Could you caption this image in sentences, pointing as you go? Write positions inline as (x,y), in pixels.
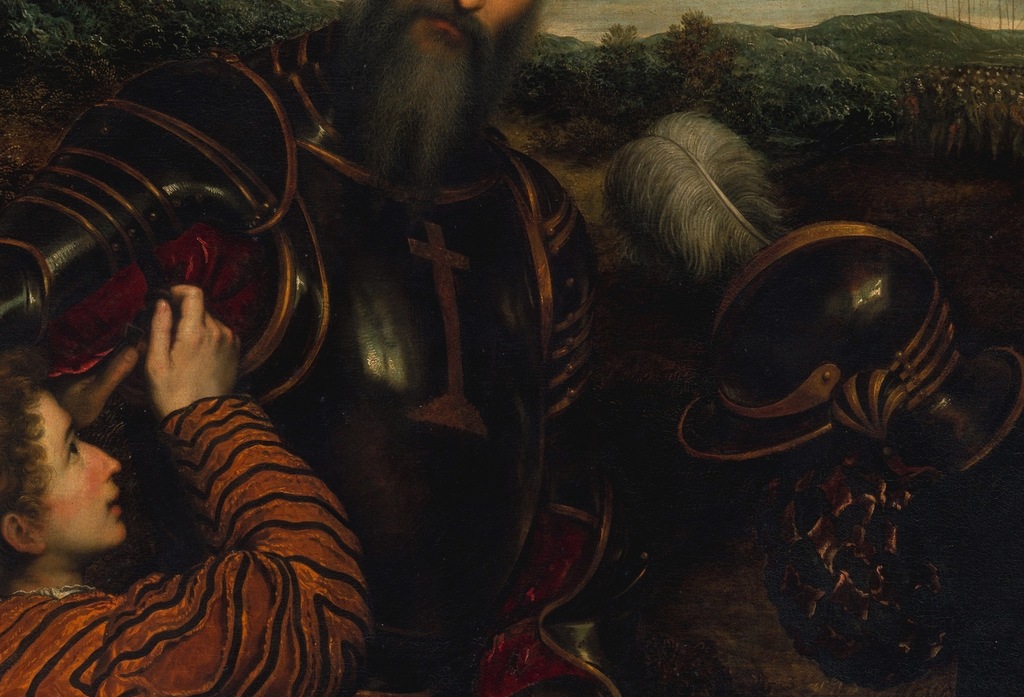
In this image we can see a picture (209,440) of two persons (425,284). On the right side of the image (686,253) we can see a helmet (807,296) with a feather (722,209) on it. In the background (637,131), we can see a group of trees (280,10), hills (913,37) and the sky (610,18).
